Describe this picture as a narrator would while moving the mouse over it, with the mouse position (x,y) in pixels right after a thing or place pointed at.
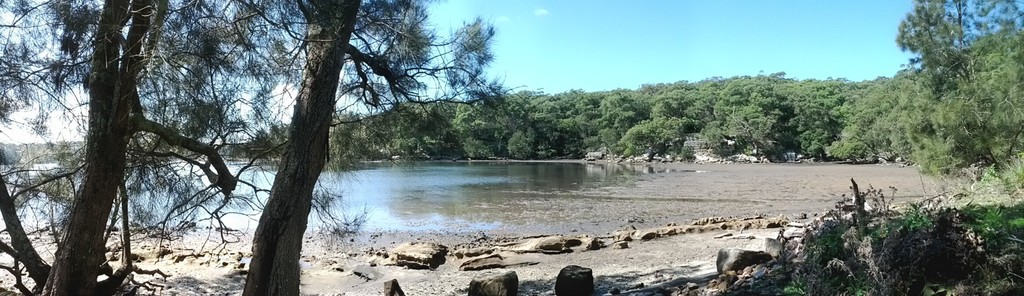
In this picture we can see many trees (225,147). On the left (165,211) we can see the water (266,177). At the bottom (702,230) we can see stones (764,264) and grass (860,287). At the top (613,7) we can see sky (616,6) and clouds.
